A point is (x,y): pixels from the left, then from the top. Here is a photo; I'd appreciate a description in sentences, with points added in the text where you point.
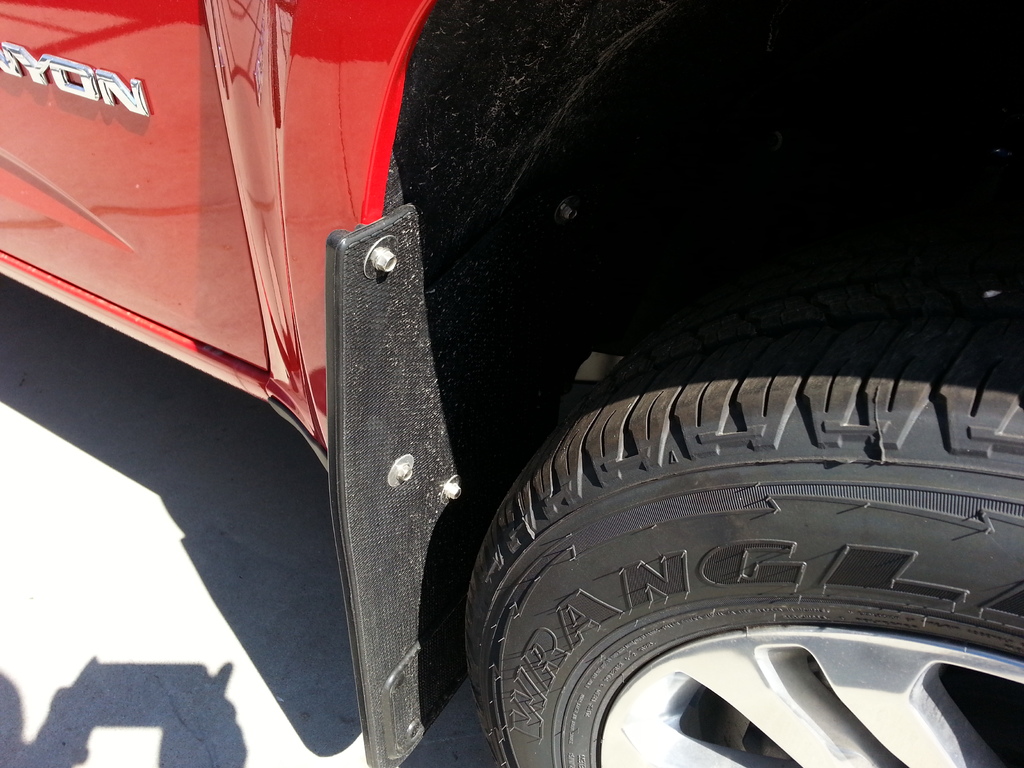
In this picture we can observe a red color vehicle (212,112). We can observe a black color wheel (694,523). This vehicle (672,553) is on the land (191,572).
